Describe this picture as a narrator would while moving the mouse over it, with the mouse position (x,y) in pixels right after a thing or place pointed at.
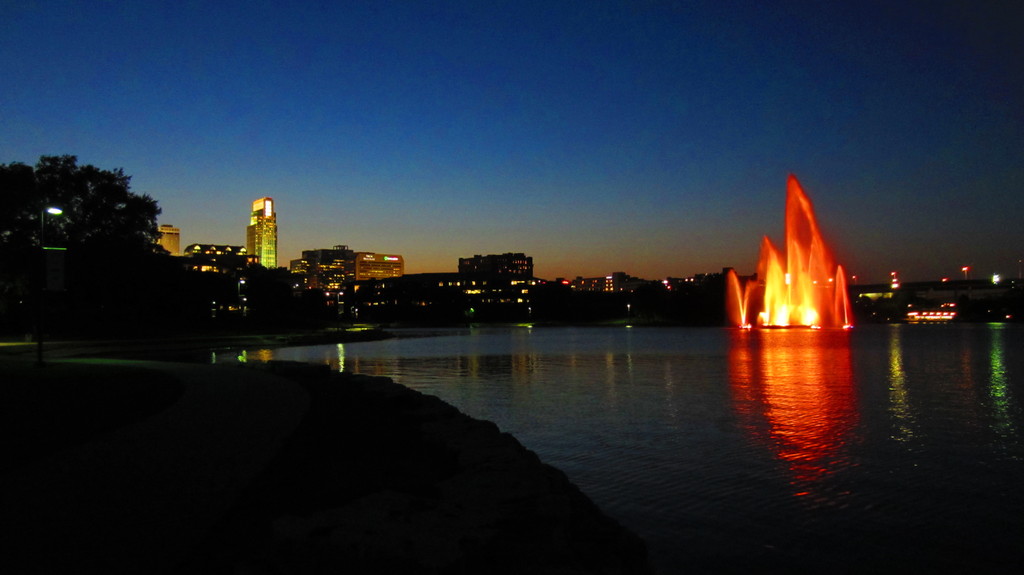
This image is taken during the night time. In this image we can see the buildings (502,293) with lighting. We can also see the water fountain (820,261) with lights (816,233). We can also see the river (702,354) and also a tree (66,186) on the left (128,292). Sky (476,30) is also visible in the background (422,143).
